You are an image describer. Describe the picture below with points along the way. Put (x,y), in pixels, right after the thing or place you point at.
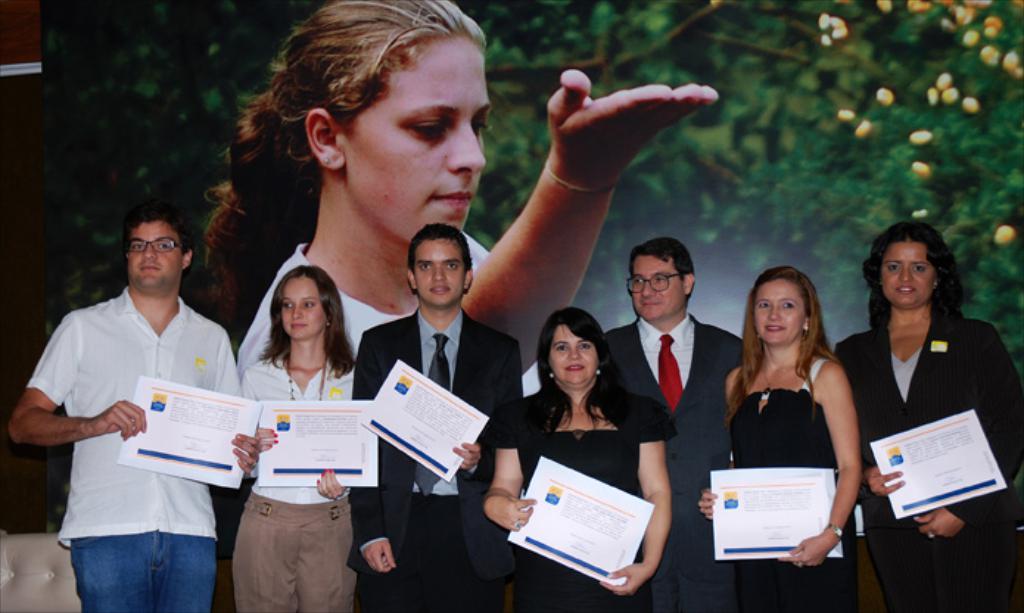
Here I can see few people (279,512) holding some cards (368,458) in their hands (130,432), standing and giving pose for the picture. In the bottom left (31,578) there is a chair (54,590). In the background (567,200) there is a screen (625,134) on which I can see a woman (364,156) and some trees (854,130).
